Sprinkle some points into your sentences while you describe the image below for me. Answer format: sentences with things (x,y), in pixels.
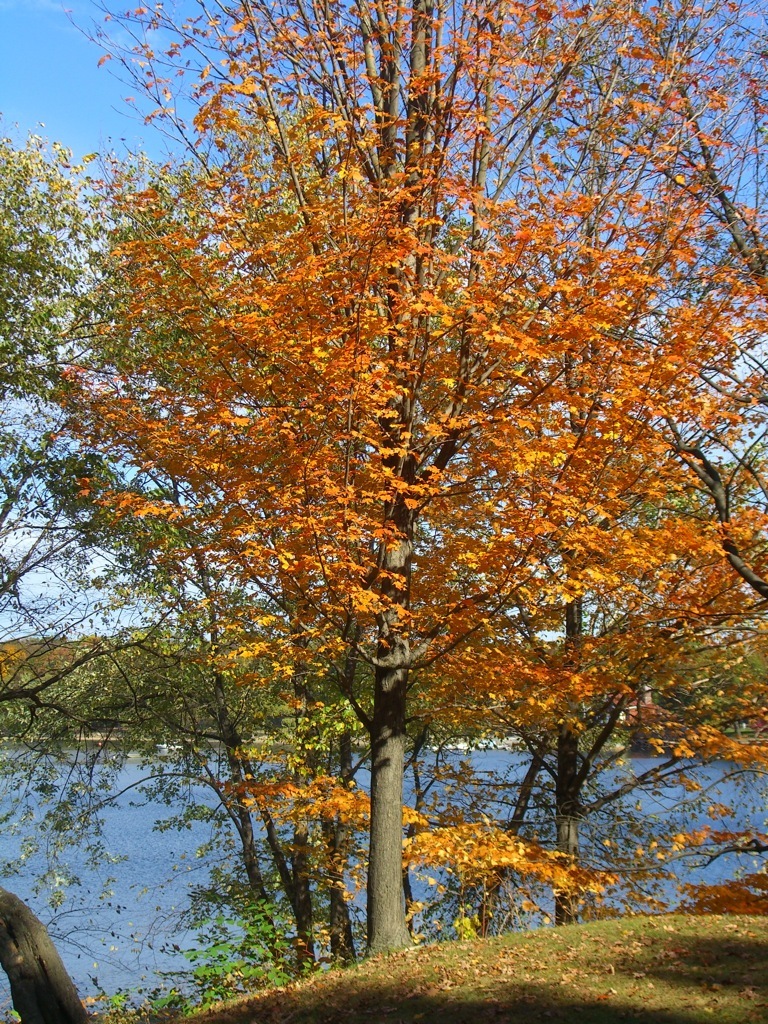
In the center of the image (387,618) there are trees (347,836). In the background (149,868) we can see a lake (138,855), hills (85,643) and sky (78,135). At the bottom (529,966) there is grass (591,989).
